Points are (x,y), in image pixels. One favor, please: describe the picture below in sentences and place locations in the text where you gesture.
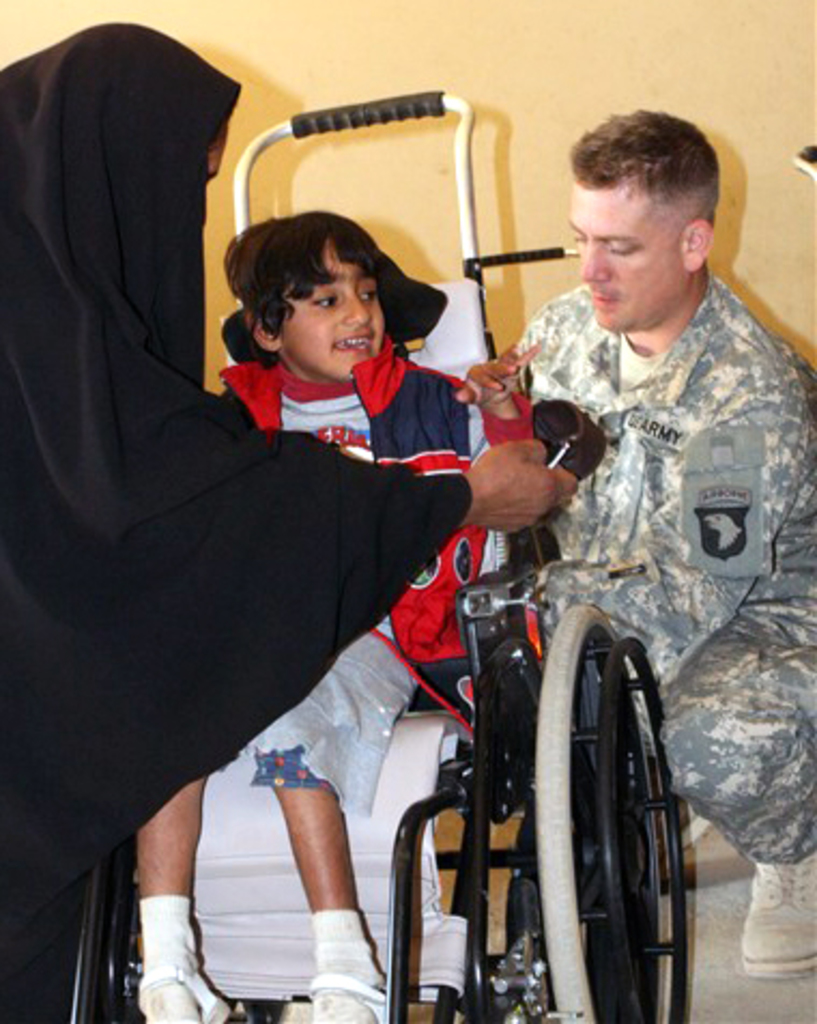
In this image a person (575,325) is behind the wheel chair (474,663) having a boy (411,434) sitting in it. Left side (271,605) there is a woman (158,354) wearing a black dress (158,354). Behind them there is a wall (770,268).
